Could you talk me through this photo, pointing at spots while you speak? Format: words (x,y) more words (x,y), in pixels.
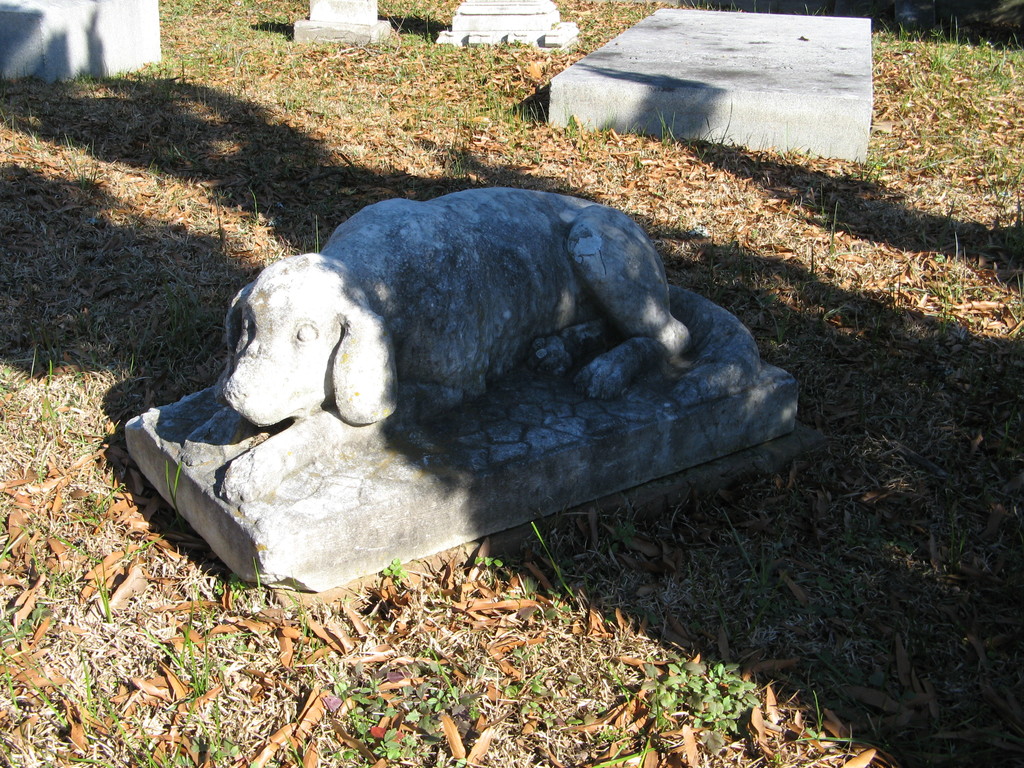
In this image we can see the dog sculpture (423,215). We can also see the concrete blocks (34,32). In the background (158,193) we can see the grass (666,612) and also the dried leaves (493,626).
